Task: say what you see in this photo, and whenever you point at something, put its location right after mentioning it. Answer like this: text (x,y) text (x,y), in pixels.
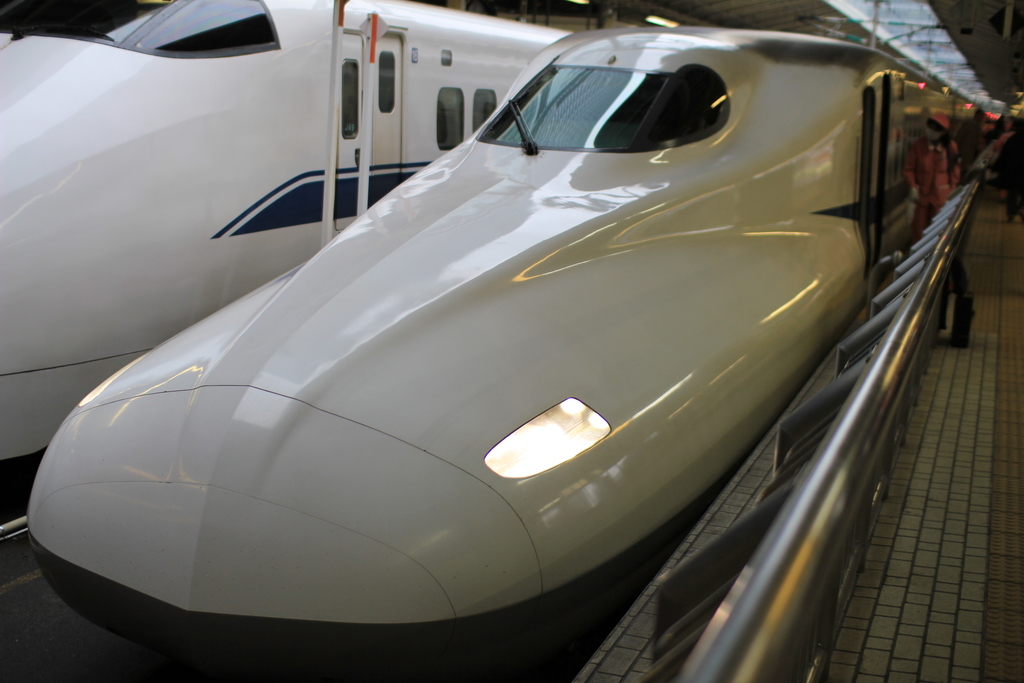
In this picture I can see two bullet trains (434,174), there are group of people (1004,135) standing on the platform (953,349), there are iron grilles (821,446).
